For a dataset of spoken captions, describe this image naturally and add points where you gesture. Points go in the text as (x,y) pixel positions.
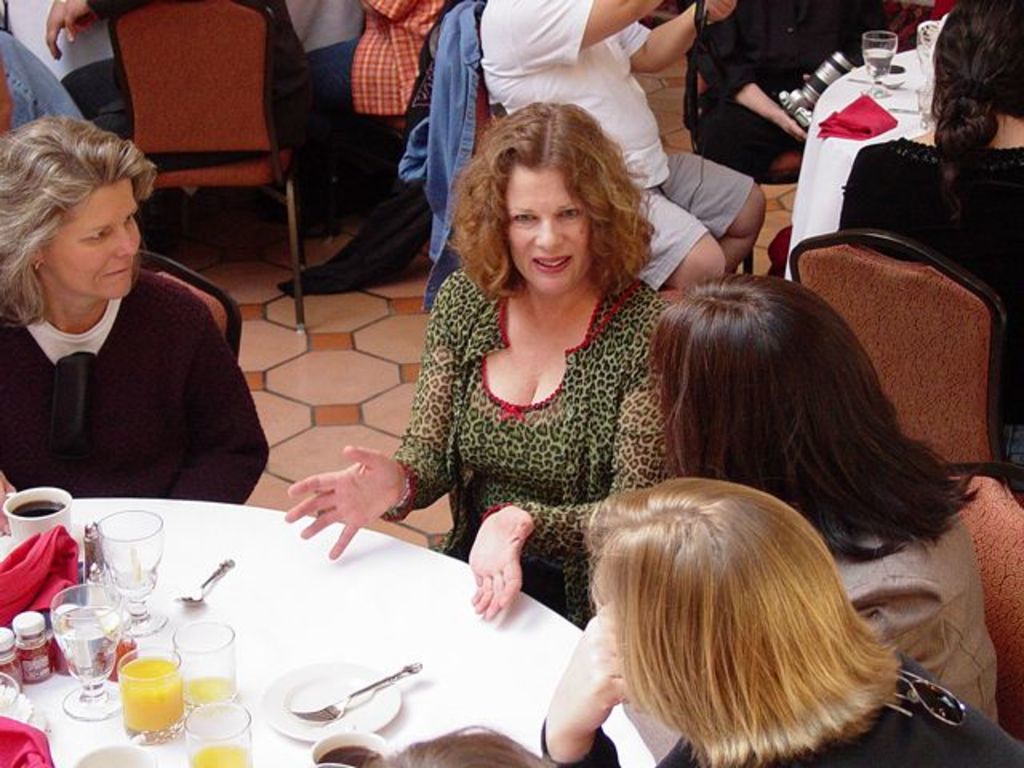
In this image we can see many people (591,210) sitting on chairs (208,9). There are tables (906,114). On the table (322,638) there are glasses (106,611), napkins (13,573), bottles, spoon (198,596), fork (420,665), plate (339,672) and some other items (158,696). And there is a person (769,81) holding a camera (785,97).
